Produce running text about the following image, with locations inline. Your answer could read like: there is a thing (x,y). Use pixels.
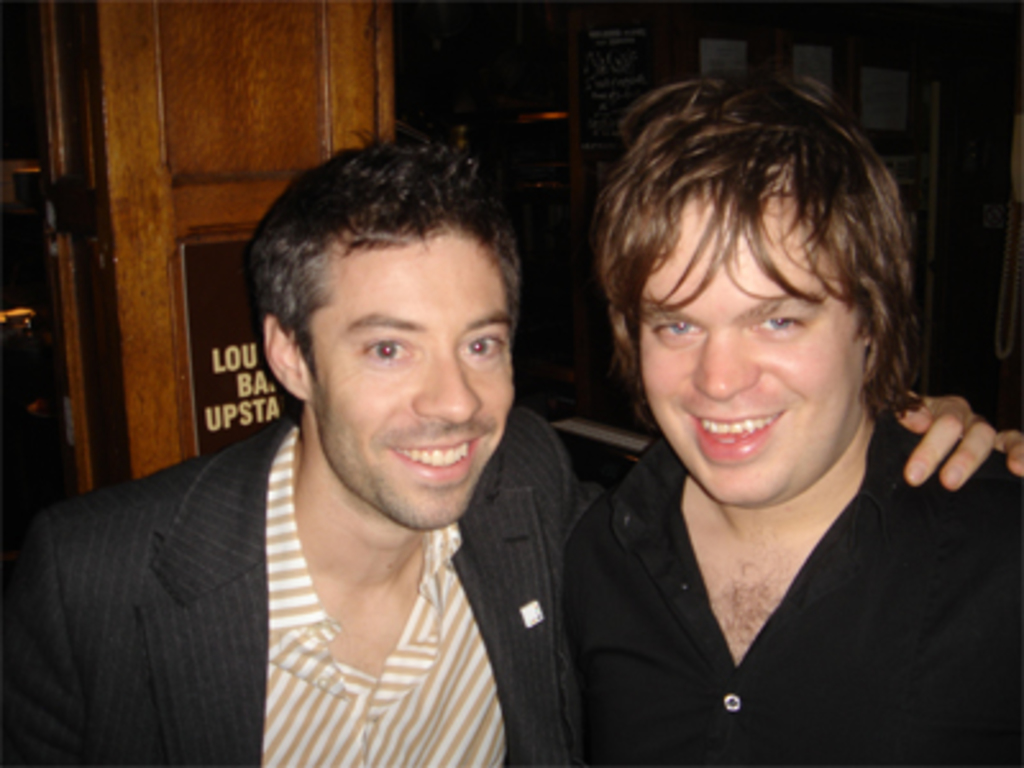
In this image there are two persons (609,537). A person (781,590) is wearing a black shirt (709,645) and a person (424,678) is wearing a suit (67,638). Behind him there is a door (254,115). Few posters (619,55) are attached to the wall (951,159).
